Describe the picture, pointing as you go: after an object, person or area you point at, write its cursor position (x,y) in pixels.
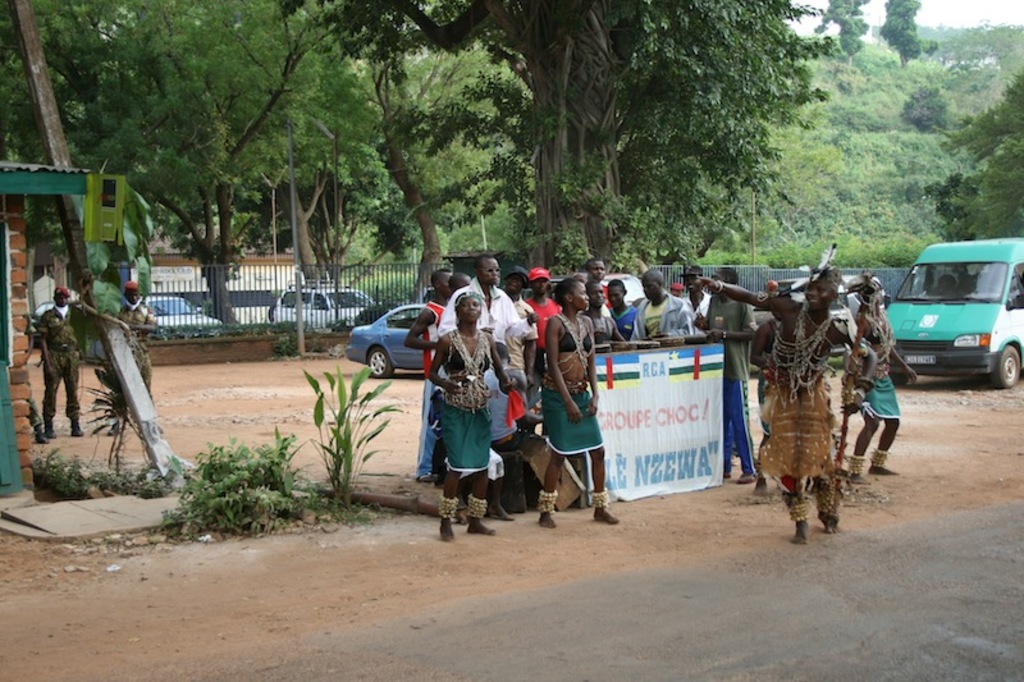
In this image I can see group of people (598,485) standing. There are trees (978,140), plants (929,102), vehicles (950,330), there is a banner (703,448), there is grass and in the top right corner (955,8) there is sky (809,19).
